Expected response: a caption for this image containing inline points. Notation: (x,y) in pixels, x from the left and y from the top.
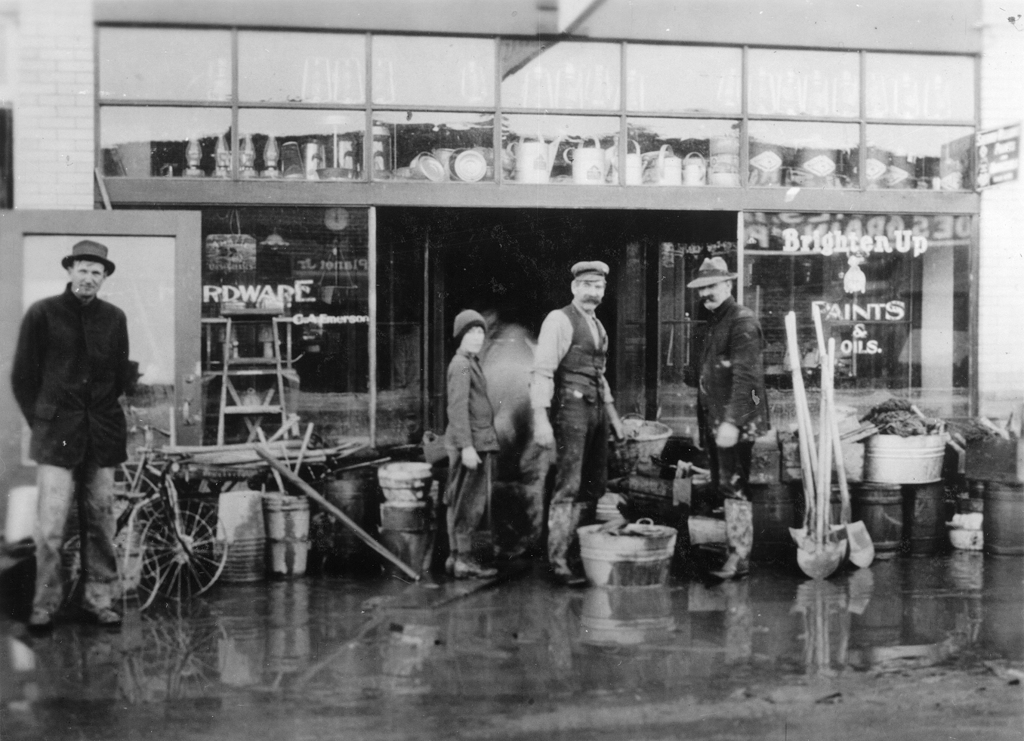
This image consists of many people (107,387) wearing hat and caps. At the bottom (612,614), there is a floor (687,738). In the background (793,418), there is a shop (411,403).
